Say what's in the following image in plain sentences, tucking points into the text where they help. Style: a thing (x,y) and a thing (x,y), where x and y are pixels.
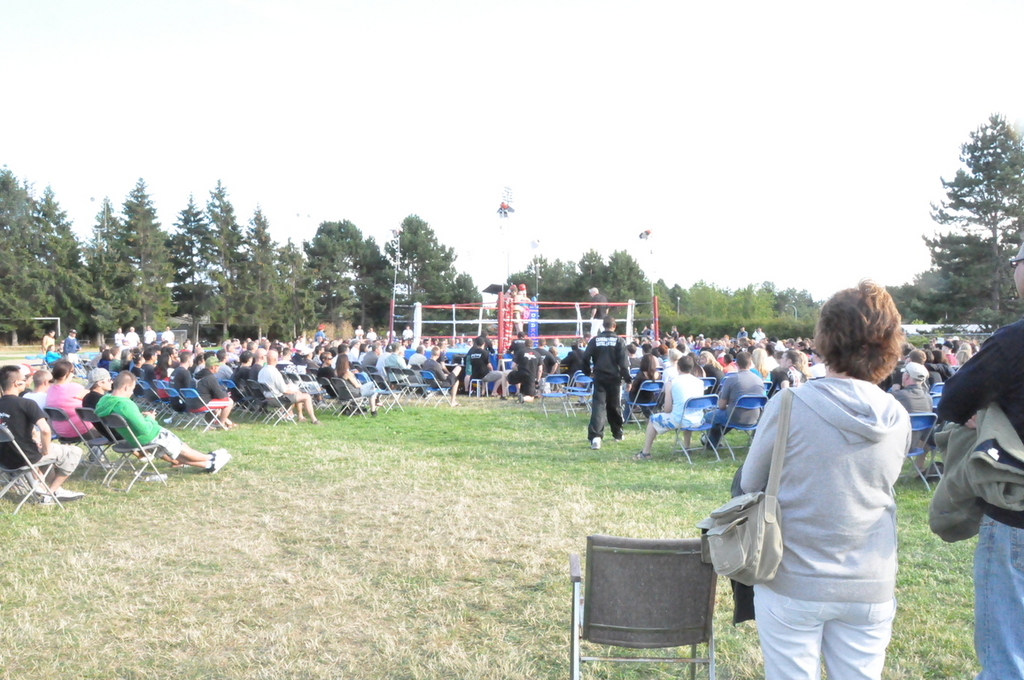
This is an outside view. At the bottom (291,596), I can see the grass (234,614) on the ground (444,510). On the right side (860,435) there are two persons (836,603) standing facing towards the back side (820,501). One person (828,548) is wearing a bag (779,464) and one person (993,539) is holding a cloth (967,459) in the hand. Beside these people (822,570) there is a chair (663,596). In the middle of the image (555,372) a crowd of people (750,383) sitting on the chairs (721,383) facing towards the back side (697,391). In the background (513,331) there is a boxing ring (483,314) and few people (527,313) are standing. In the background (229,269) there are trees (426,279). At the top of the image (460,135) I can see the sky (455,185).
